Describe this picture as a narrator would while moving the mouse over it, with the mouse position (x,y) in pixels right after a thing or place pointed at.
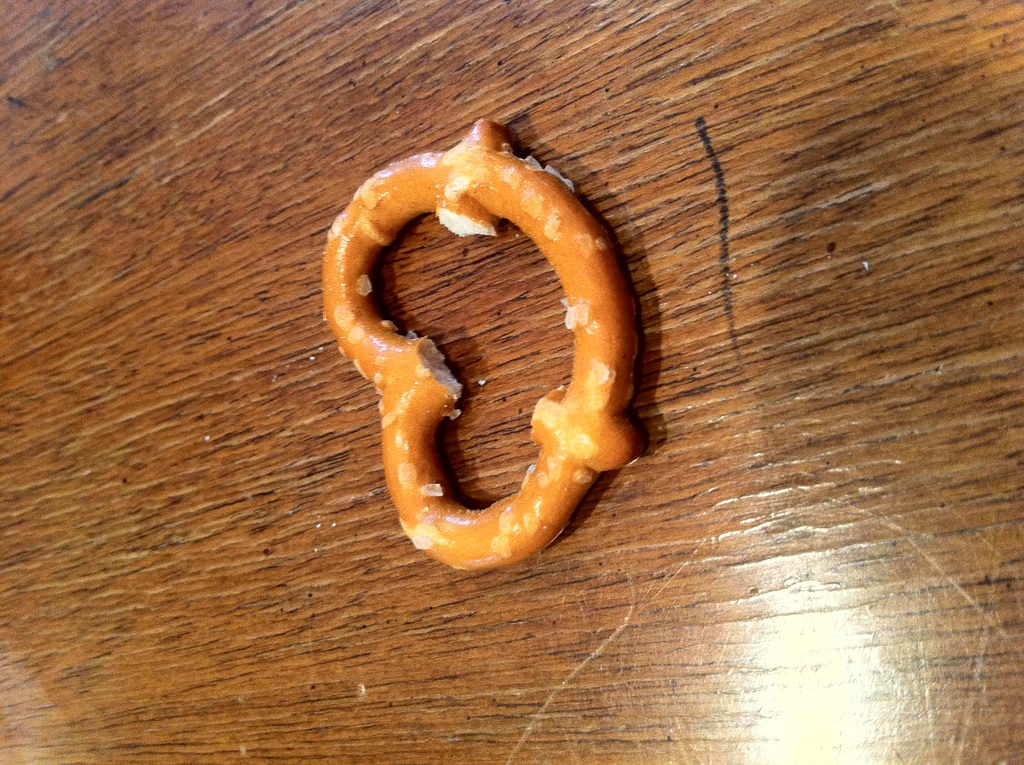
On this wooden surface (328,602) we can see a food (361,280).
